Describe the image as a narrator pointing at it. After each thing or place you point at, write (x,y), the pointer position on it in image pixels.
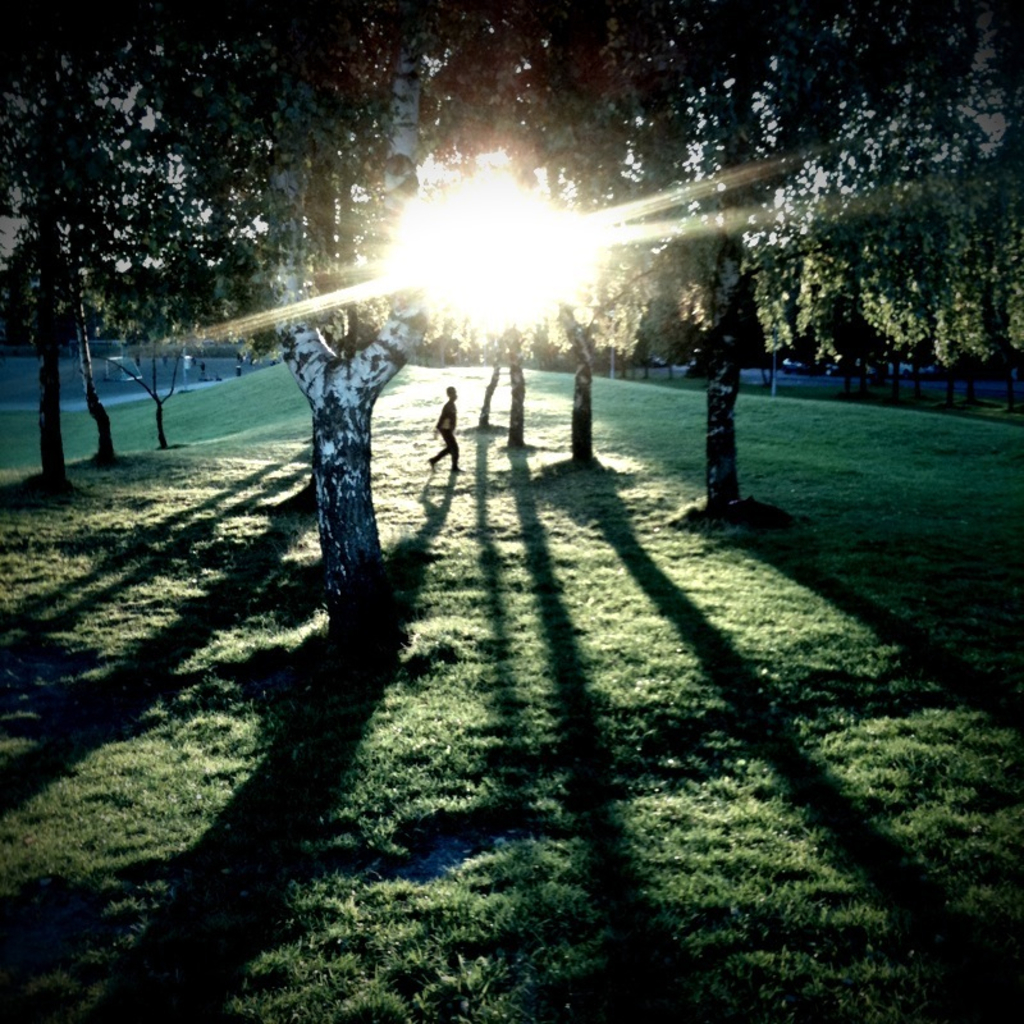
In this image there are trees (282,340). There is a boy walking at the center of the image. There is sun (549,237). At the bottom of the image (241,877) there is grass (294,777).
